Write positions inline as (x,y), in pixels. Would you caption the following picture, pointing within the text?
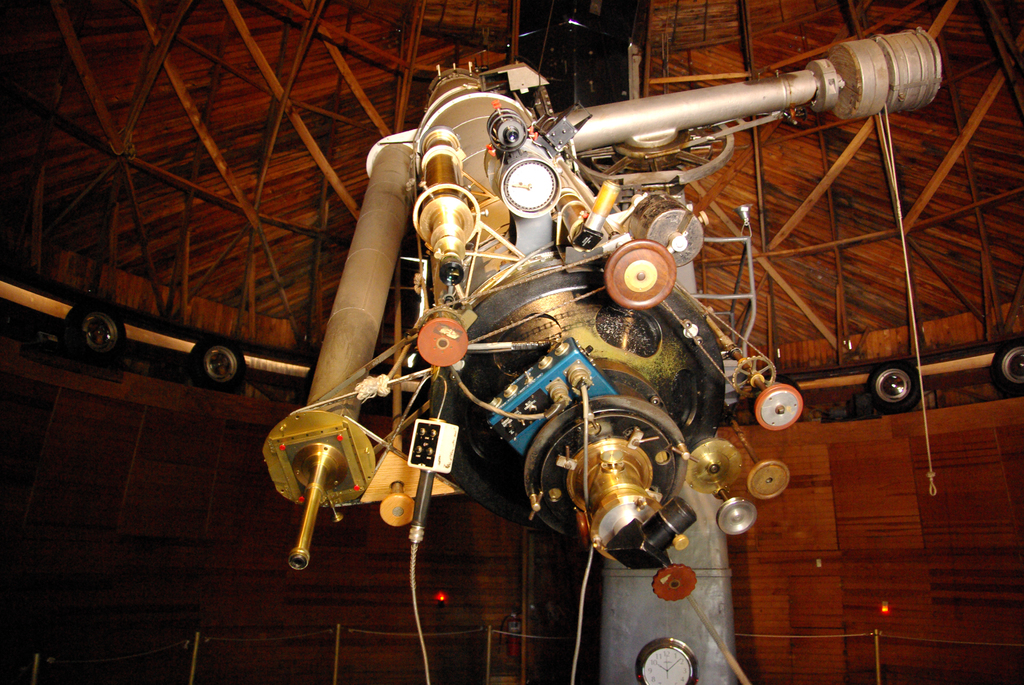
In this image there is an equipment (459,398) inside a dome (295,335).
